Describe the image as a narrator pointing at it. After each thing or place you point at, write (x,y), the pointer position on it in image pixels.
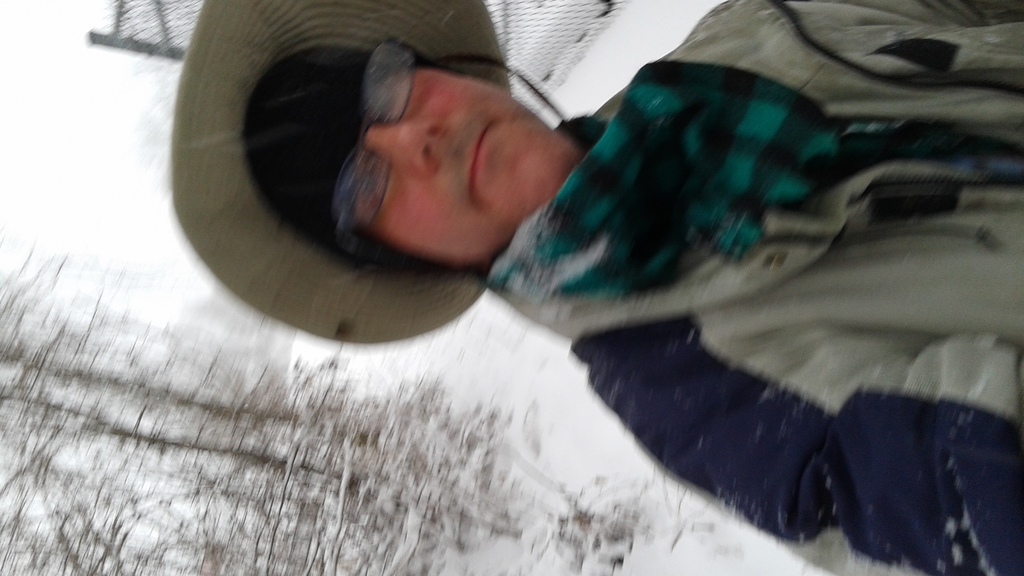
In this picture there is a person (849,287) wearing a jacket (849,289) and hat (446,300) and there is snow (528,412) behind him and there are trees (198,453) in the left bottom corner (186,455).
